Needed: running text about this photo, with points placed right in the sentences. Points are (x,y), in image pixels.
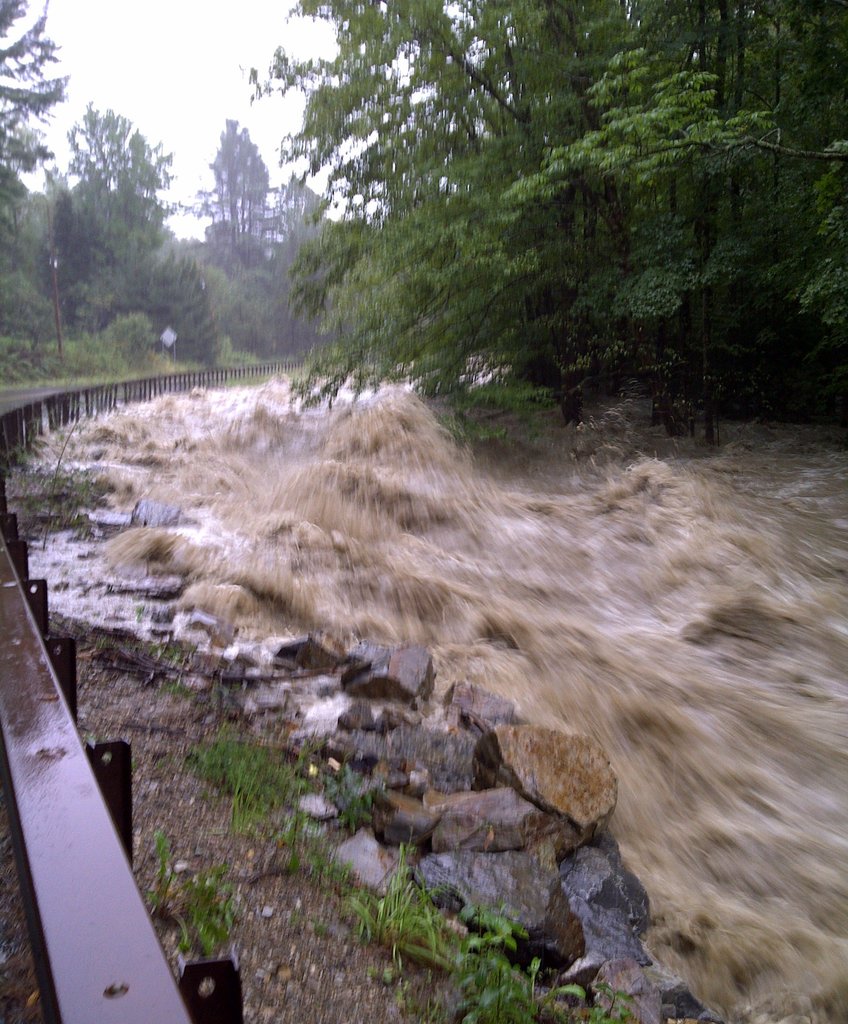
In this image we can see water (348,509) and stones (475,708). To the left side of the image (141,383) we can see metal railing (165,1017). In the background (30,244), we can see a group of trees (472,233) and sky (178,76).
